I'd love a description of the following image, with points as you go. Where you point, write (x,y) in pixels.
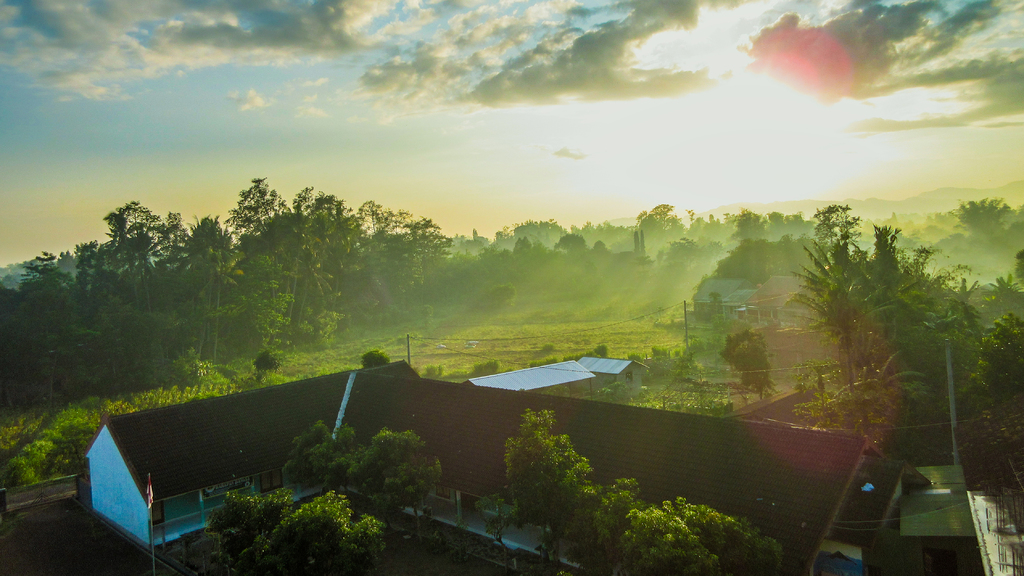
In the foreground of this picture (377,471), there are houses (118,489), trees (663,528) and poles (951,414). In the background (718,255), we can see the greenery (867,257) and on the top (696,137), there is sky (628,150), cloud (269,47), and the sun (759,122).
